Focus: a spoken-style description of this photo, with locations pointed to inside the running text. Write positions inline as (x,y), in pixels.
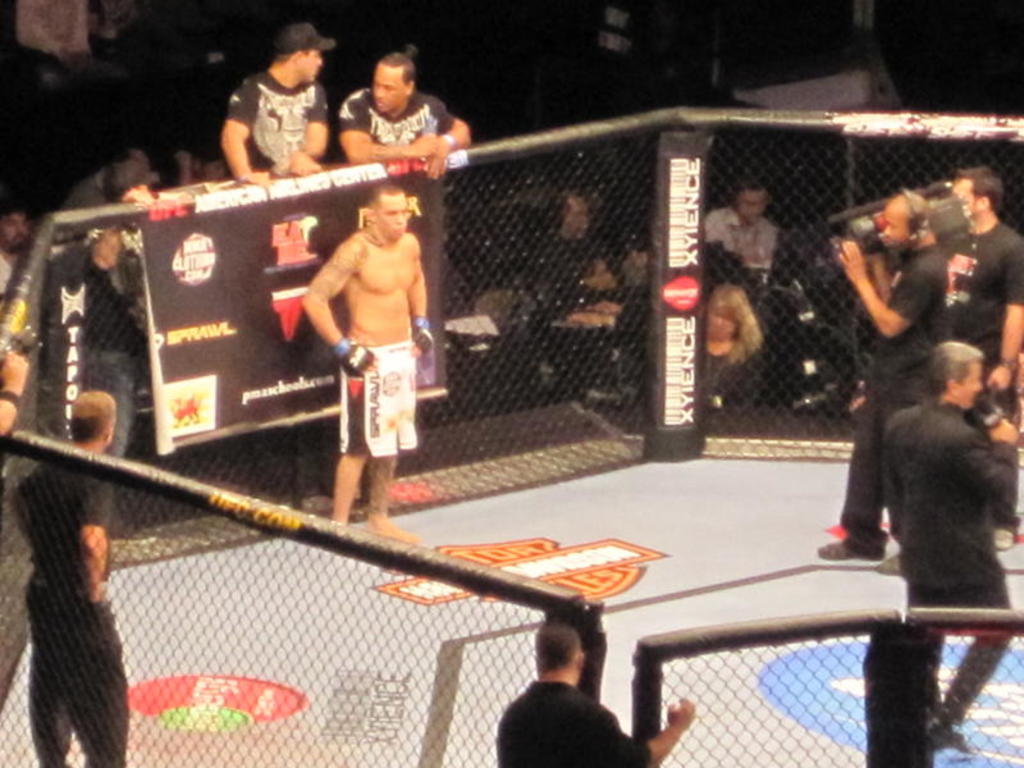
In this image there might be a boxing ring (660,359), and in the ring (562,186) there are some people (874,374) and one person (879,287) is holding a camera (842,233). And there is a net (484,268) and board (275,365), on the board (256,276) there is text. At the bottom (283,601) there is floor (750,506), on the floor (616,521) there are some logos (976,714) and in the background (73,66) there are group of people (562,253) sitting and some objects (798,81).
